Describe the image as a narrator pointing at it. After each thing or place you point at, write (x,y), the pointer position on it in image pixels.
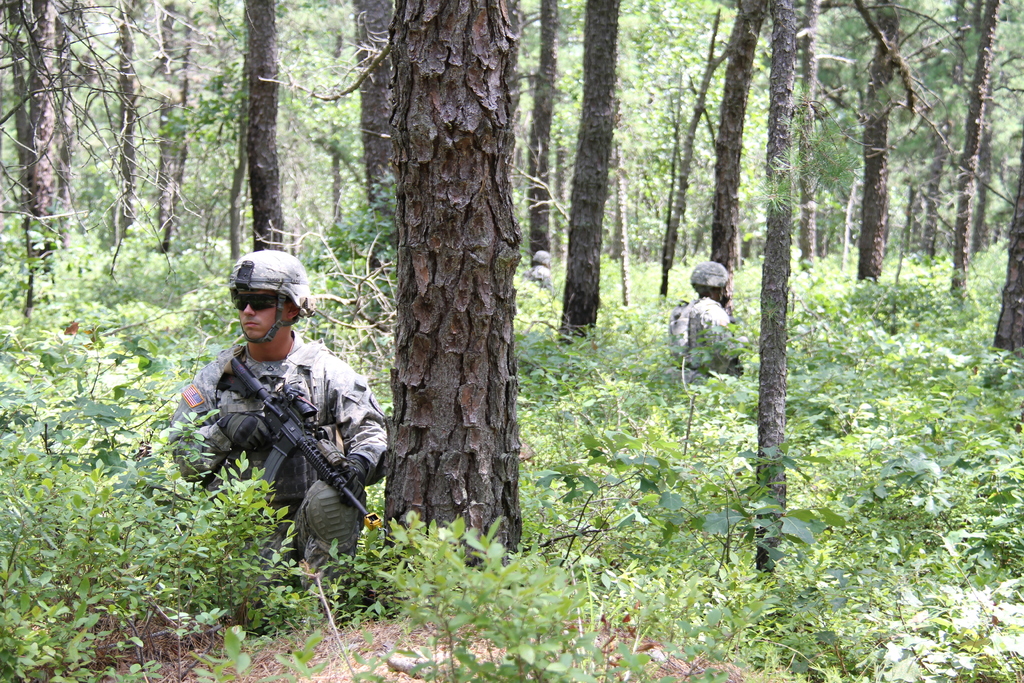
In this image we can see trees (415,164). On the ground (158,304) there are plants (556,486). Also there are few people (250,321). They are wearing helmets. Person (306,361) in the front (299,366) is wearing goggles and gloves (252,438). And he is holding a gun (279,430).
